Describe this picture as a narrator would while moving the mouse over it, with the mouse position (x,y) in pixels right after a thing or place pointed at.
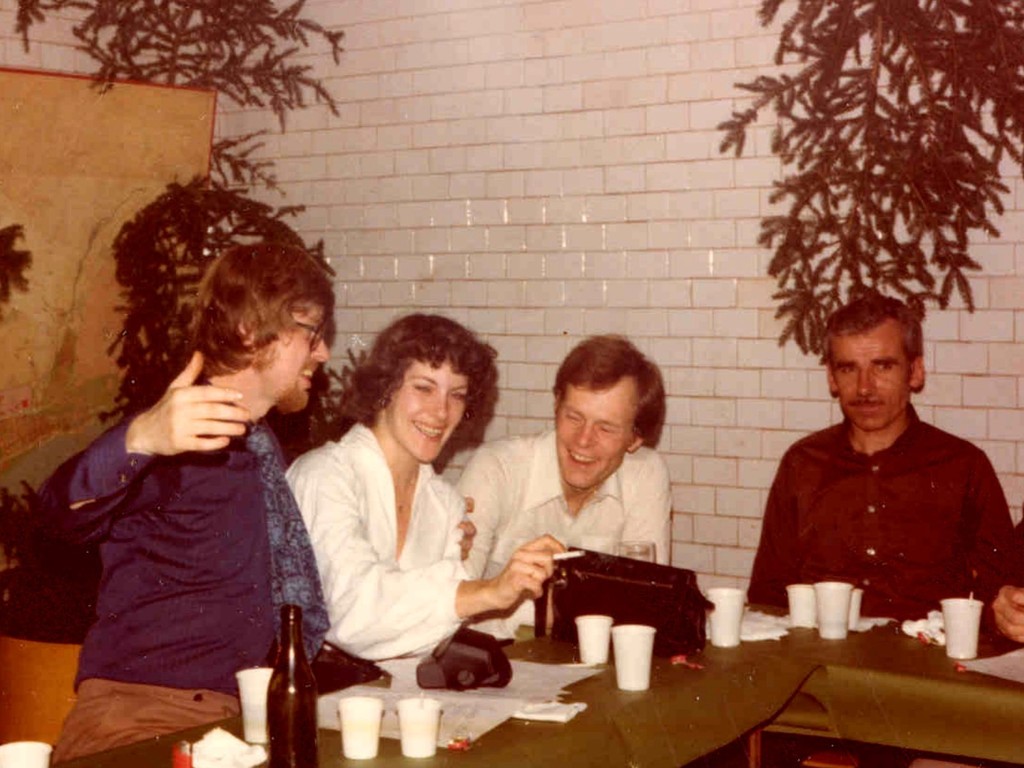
On the background (541,191) we can see a wall (541,191) with white colour stones (603,232). We can see plants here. We can see few persons (492,516) sitting on chairs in front of a table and most of them hold a smile on their faces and on the table (665,719) we can see white colour glasses (826,600), papers (473,694), bottle (275,723).
